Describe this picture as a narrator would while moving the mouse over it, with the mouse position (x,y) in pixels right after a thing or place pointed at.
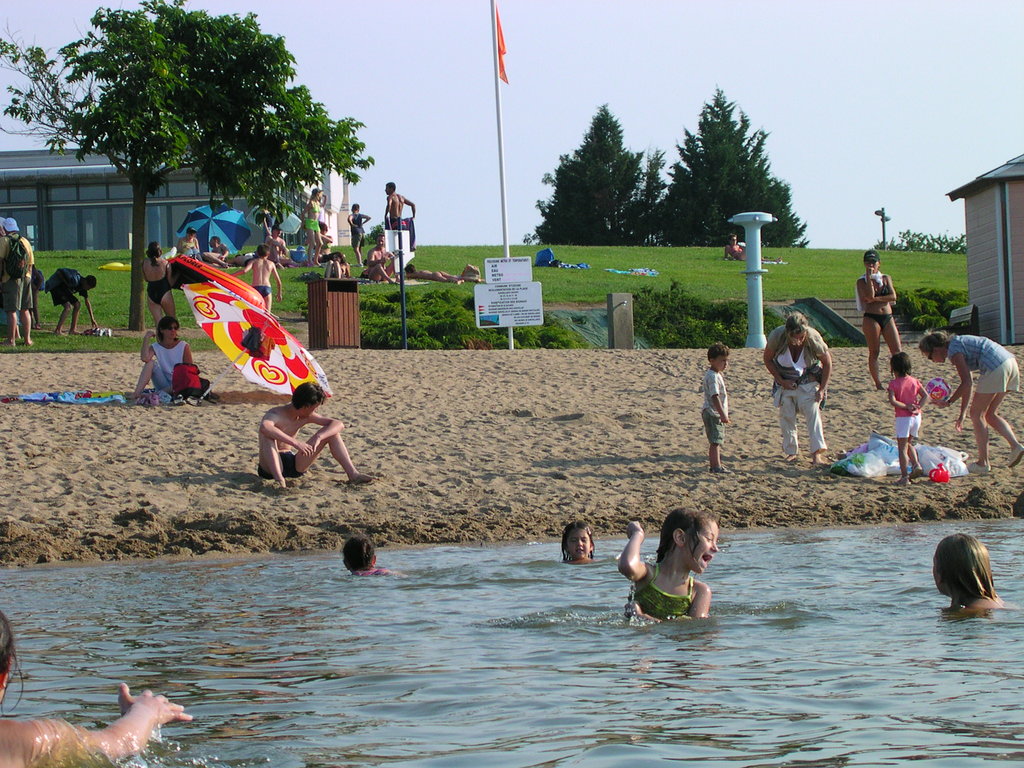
In this picture I can observe some people (699,590) in the water (424,600). Some of them are sitting on the sand (418,421). On the right side (916,402) I can observe children (908,385). There are men (19,304) and women (892,327) in this picture. On the left side (239,310) I can observe an umbrella (242,357). In the background (123,143) there are trees (605,184). On the left side (64,172) I can observe a building (190,199). In the background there is sky (433,47).
